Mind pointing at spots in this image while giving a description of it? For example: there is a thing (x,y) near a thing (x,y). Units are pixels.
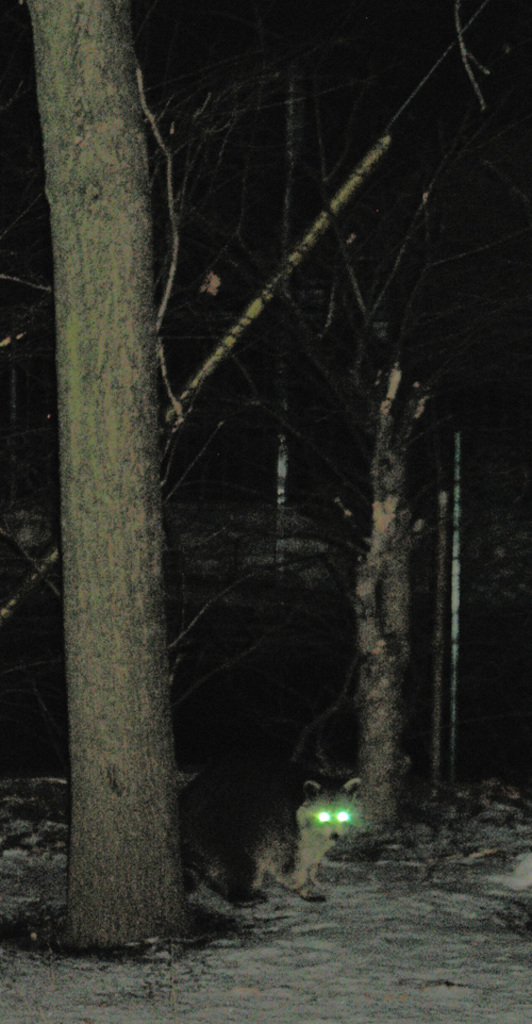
In this image on the left (118,611) there is a tree trunk (114,540). In the background (357,352) there are trees (386,793) and on the ground (285,929) there is an animal (277,846).
